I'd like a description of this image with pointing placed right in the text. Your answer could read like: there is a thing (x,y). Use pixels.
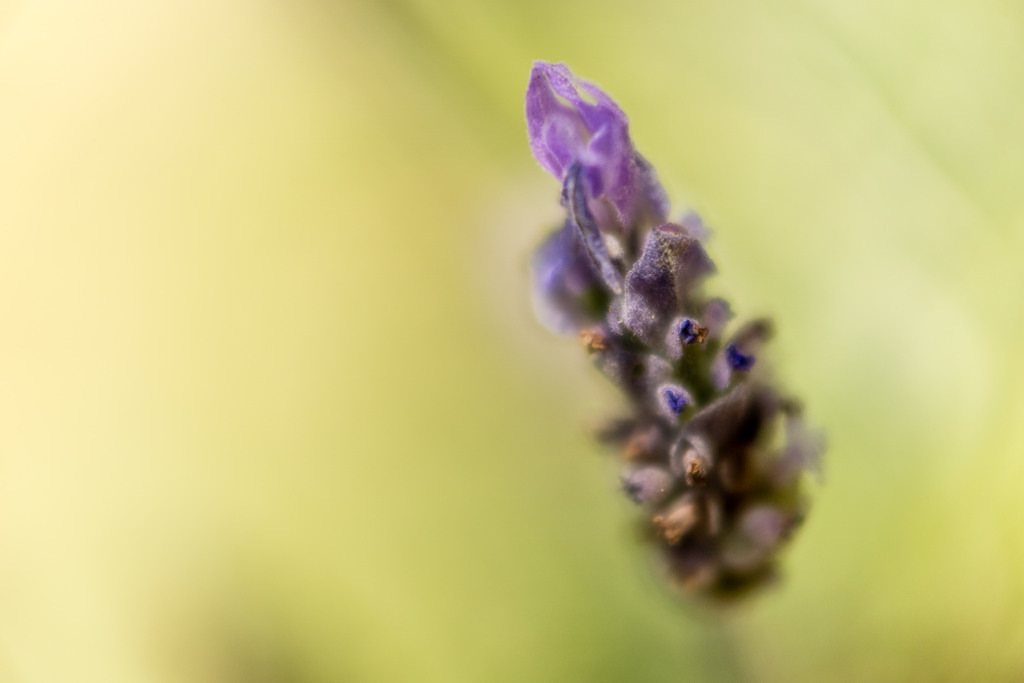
This is a purple color flower (690,426).
